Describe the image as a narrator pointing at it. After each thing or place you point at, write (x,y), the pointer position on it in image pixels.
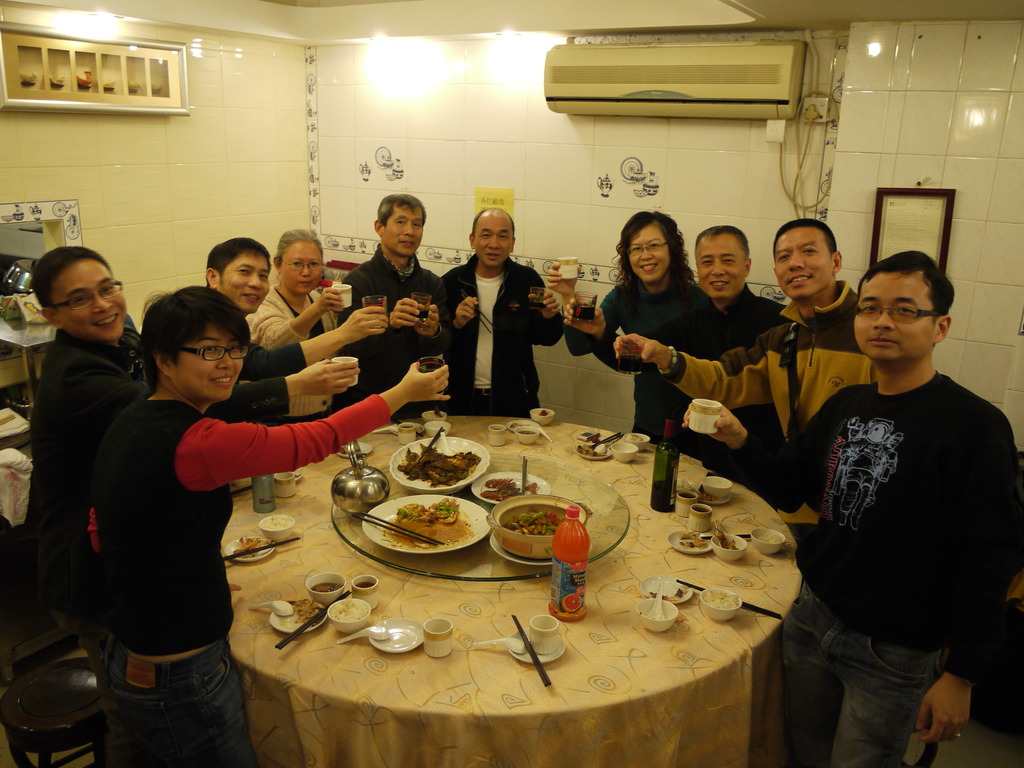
In the image we can see there are people (694,370) standing, wearing clothes (227,401) and holding a glass (348,358) in their hands (317,376), they are smiling and some of them are wearing spectacles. We can even see a table (567,701), on the table (569,732), we can see bowls (523,506), glasses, sauces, tea cups (540,649), spoons (267,605), chopsticks (528,642) and many other things. We can see a chair (62,705), frame (872,257) stick to the wall (855,248), cable wire (800,194), air conditioner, floor (974,765) and the lights (89,19).
